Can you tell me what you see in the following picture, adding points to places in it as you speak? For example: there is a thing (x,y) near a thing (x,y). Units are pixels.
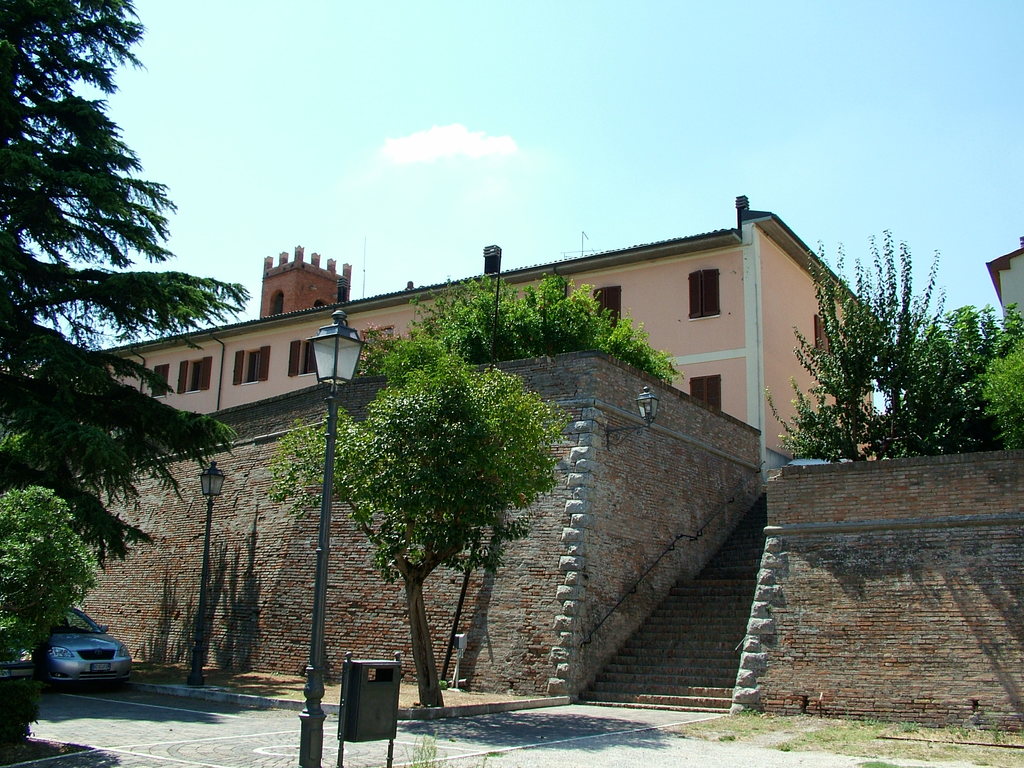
In this picture we can see the sky (719,89), a building (645,317), windows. We can see lights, poles (458,668), stairs (694,706), wall (889,633). At the bottom portion of the picture (687,715) we can see the road (193,702), a car (77,650) and a box (382,710) with stands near to a light pole (312,761). It seems like a sunny day.
